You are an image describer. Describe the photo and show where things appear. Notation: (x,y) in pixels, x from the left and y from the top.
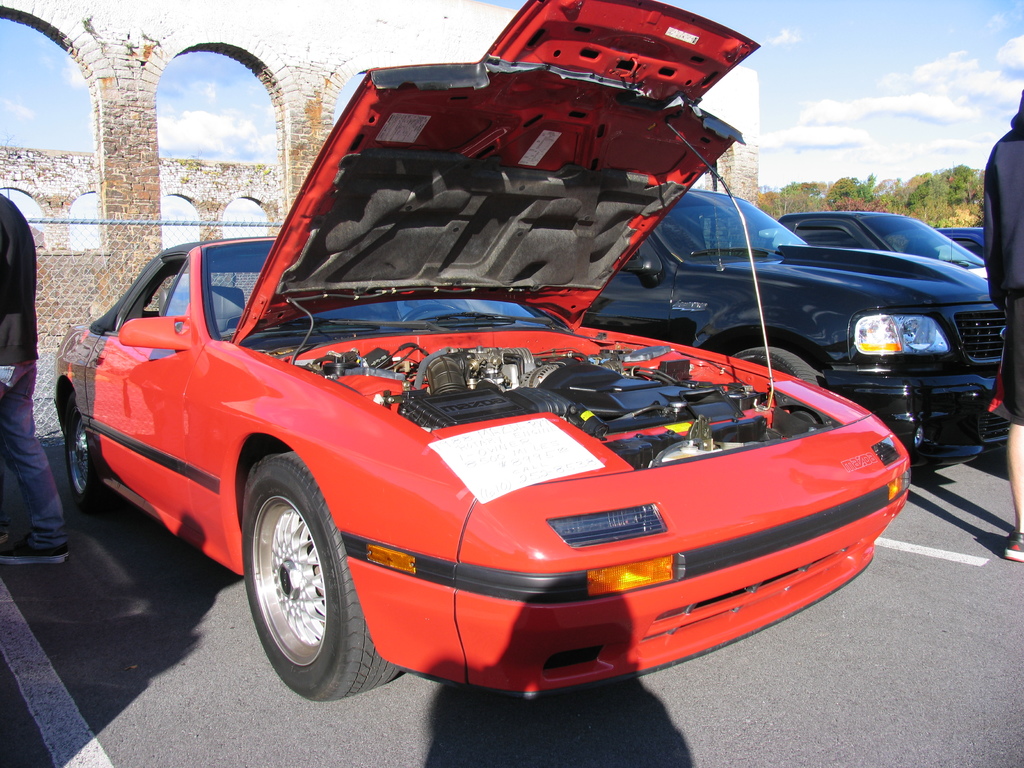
In this image in the center (532,429) there are some vehicles (327,353), and one vehicle (489,353) is opened. And on the right side of the image (1009,245) there is one person (1018,410) who is standing, at the bottom (99,641) there is a road (510,718) and one person's shadow (541,725) is visible. And on the left side (32,239) there is another person (32,293) and in the background (127,76) there is a wall (57,317), trees (865,199) and sky (892,59).
